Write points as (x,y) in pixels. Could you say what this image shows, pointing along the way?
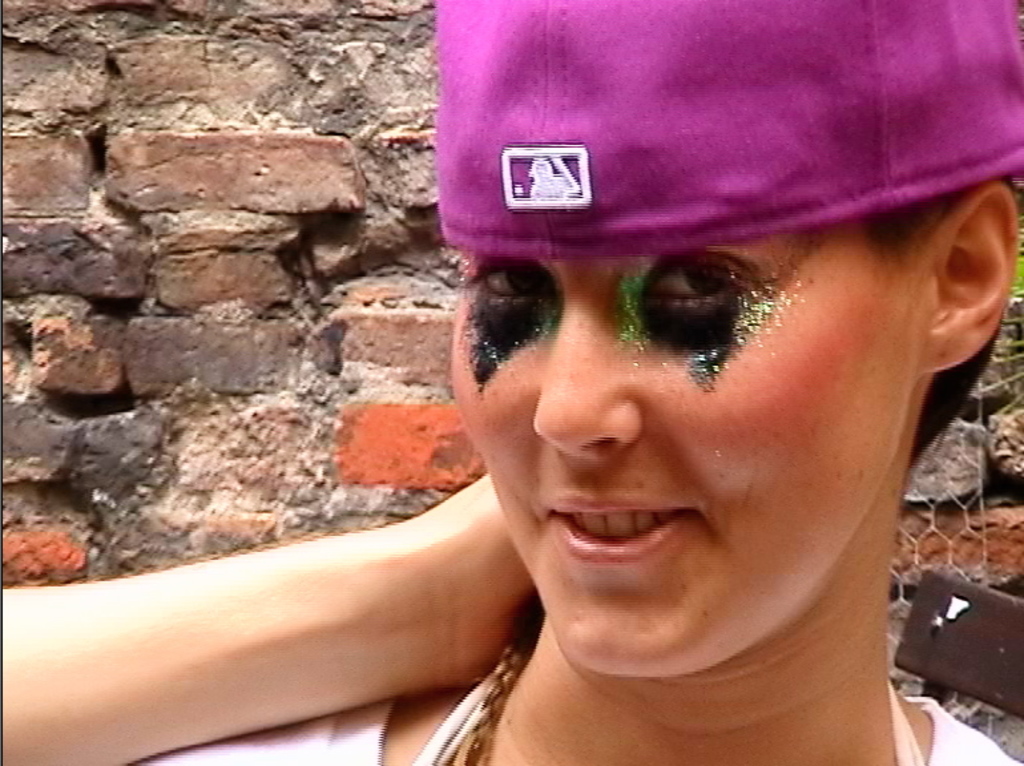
In this image there is a woman (615,347) with a smile (573,503) on her face (646,370), behind the woman (645,365) there is a brick wall (349,338).
